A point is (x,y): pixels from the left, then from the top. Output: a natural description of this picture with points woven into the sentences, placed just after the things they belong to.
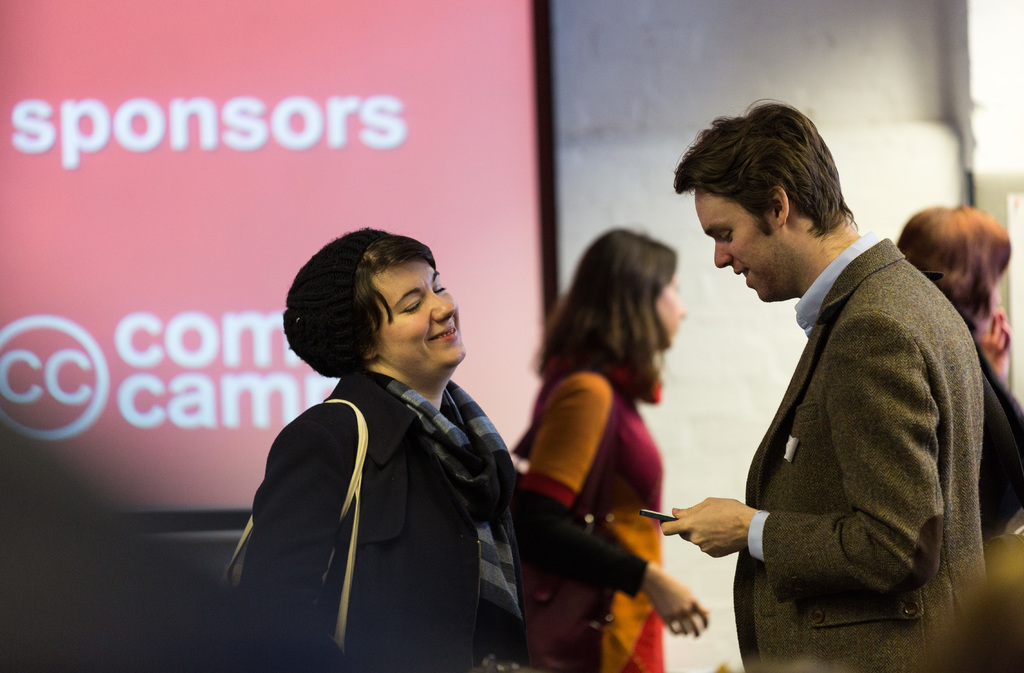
There are four persons (750,484) standing as we can see in the middle of this image (648,448). The person (782,524) standing on the right side (782,524) is holding a mobile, and there is a wall (720,394) in the background (626,226). We can see there is a screen (137,216) with text (131,317) on the left side of this image (142,262).
